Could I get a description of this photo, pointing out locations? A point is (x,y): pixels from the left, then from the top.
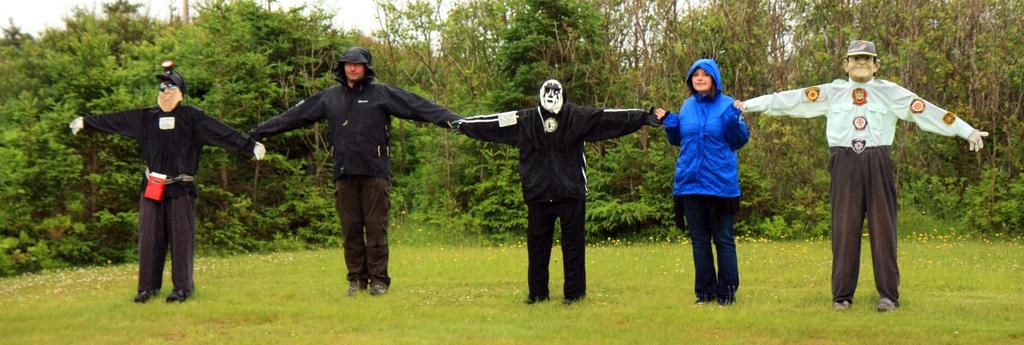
In this picture we can see persons (373,141), scarecrows (538,224) on the ground (557,260) and in the background (486,107) we can see trees (463,103), sky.
